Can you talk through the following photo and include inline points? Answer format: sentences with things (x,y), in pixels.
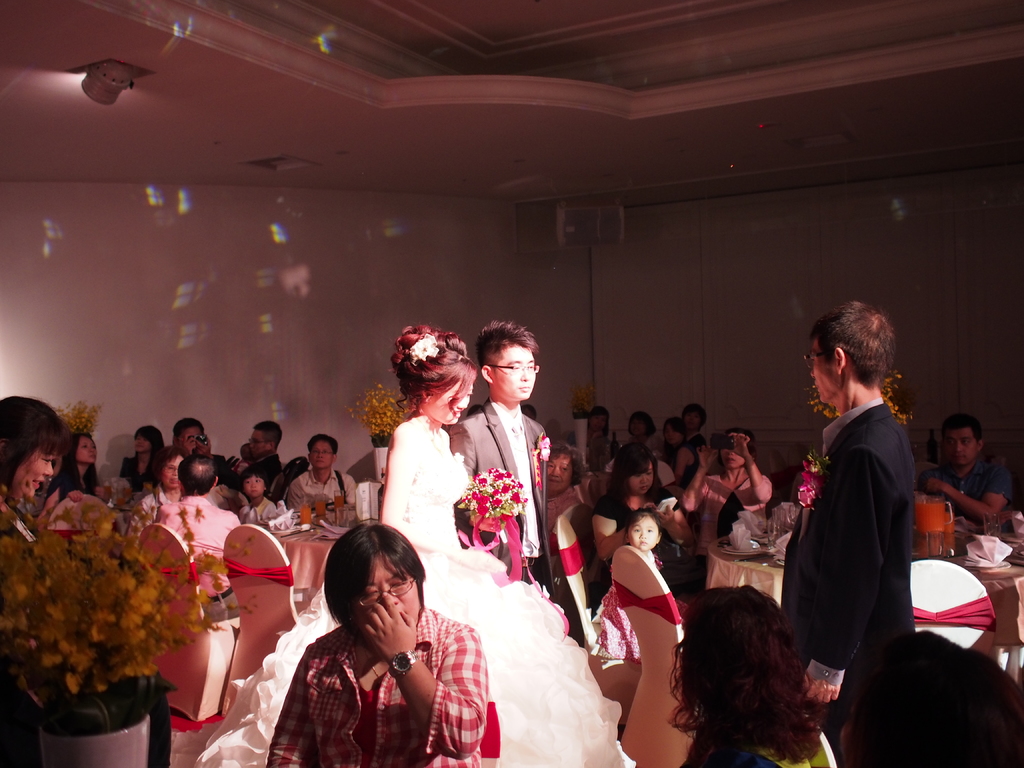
In this picture there is a girl (454,462) who is wearing white dress (538,711) and holding flowers (485,485). Beside her we can see a man (514,459) who is wearing suits (498,460), trouser (541,578) and spectacle (513,365). Both of them are standing near to the tables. Here we can see group of person (675,522) sitting on the chair (651,561) and they are taking photos from the mobile phone (719,446). On the bottom (405,566) there is a man (387,589) who is sitting on the chair (490,704). At the top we can see lights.
